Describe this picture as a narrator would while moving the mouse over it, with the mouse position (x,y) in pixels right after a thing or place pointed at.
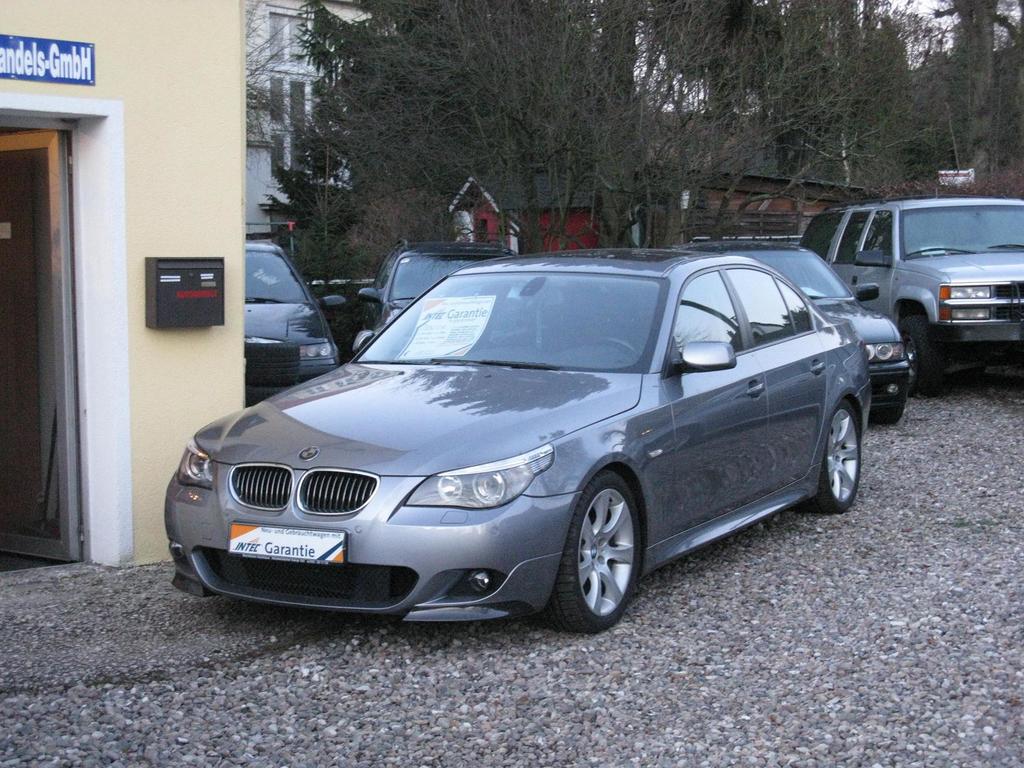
In this image there are cars (582,341) parked on the ground (771,592) one beside the other. At the bottom (659,666) there are stones (698,696). In the background (613,106) there are trees (329,78). Behind the trees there is a building (264,87). On the left side (62,356) there is a door (24,279). Beside the door (15,270) there is a post box (165,288) fixed to the wall (179,188).
